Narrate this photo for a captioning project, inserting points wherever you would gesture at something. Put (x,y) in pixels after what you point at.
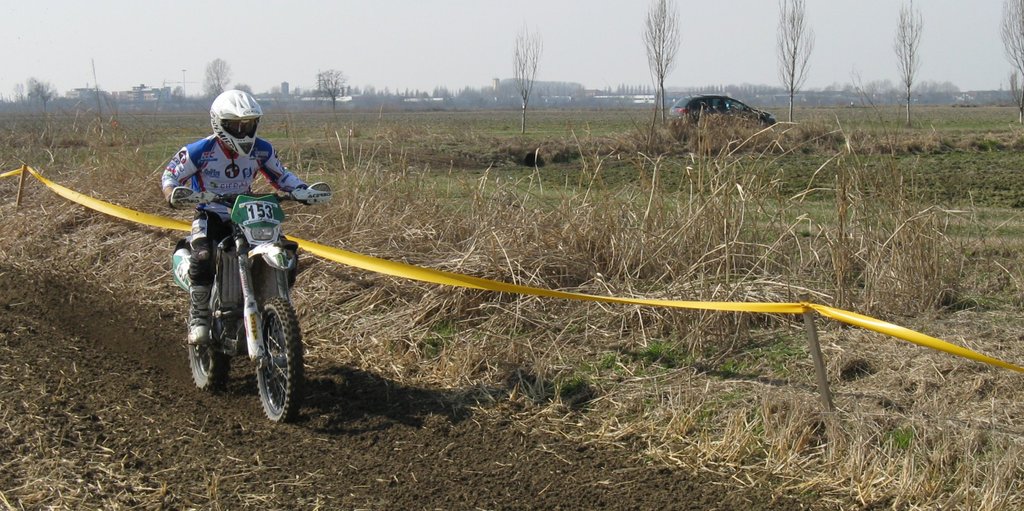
In this image I can see the person (196,182) riding the motorbike (243,306). The person (223,214) is wearing the white and blue color dress (220,169) and also white color helmet (251,145). To the side I can see the yellow color cloth (565,295) is attached to the poles (818,353). In the background (610,203) I can see the grass (545,225), trees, vehicles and the sky (338,62).
